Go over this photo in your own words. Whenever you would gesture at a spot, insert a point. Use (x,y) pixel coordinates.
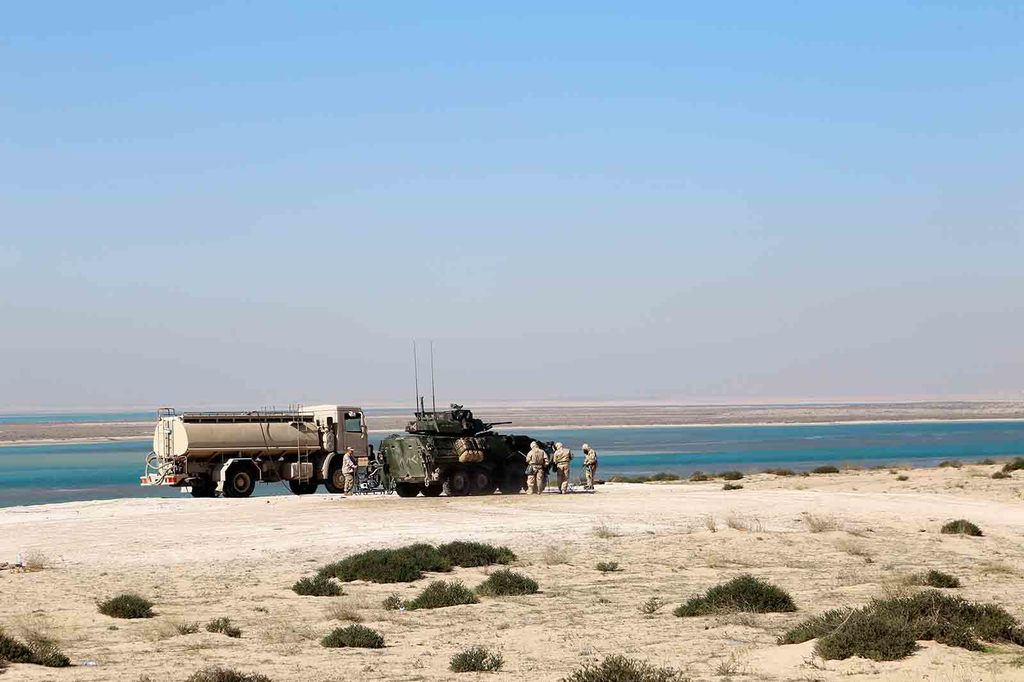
In this picture we can see vehicles (280,441), plants (352,570), few persons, and water (581,446). In the background (880,123) there is sky (615,253).
